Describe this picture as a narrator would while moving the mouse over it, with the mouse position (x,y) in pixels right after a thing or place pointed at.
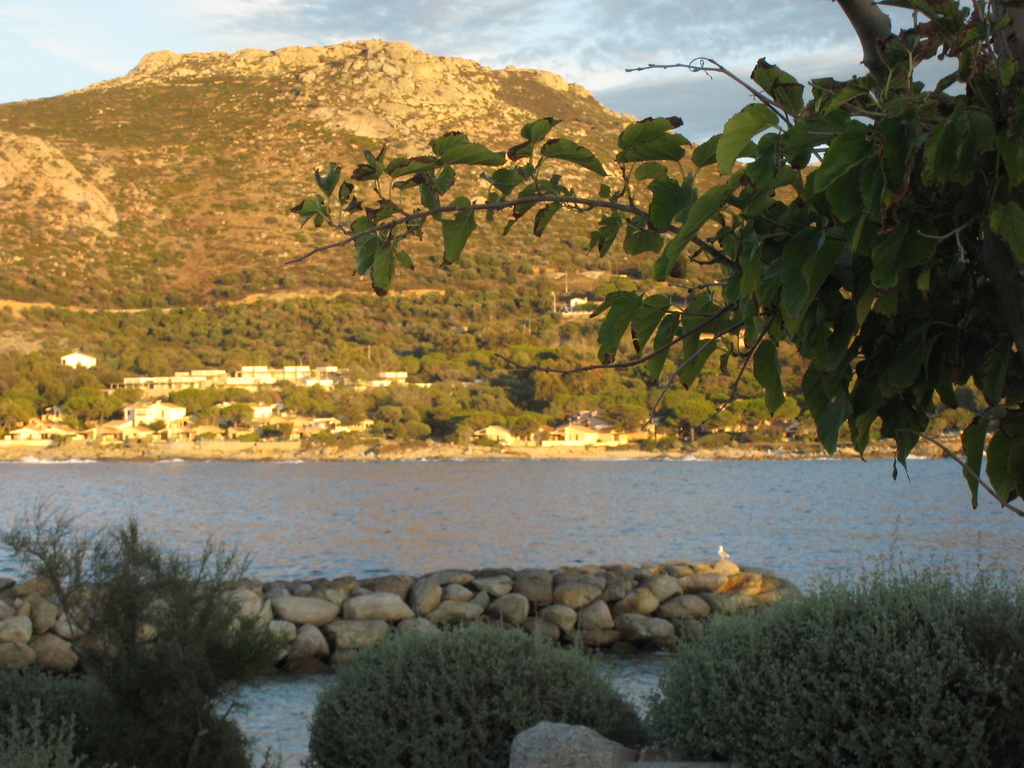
In this picture we can see water (630,510), here we can see stones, plants (945,638), trees (527,305) and in the background (522,317) we can see houses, mountain (322,230), sky (705,124).
